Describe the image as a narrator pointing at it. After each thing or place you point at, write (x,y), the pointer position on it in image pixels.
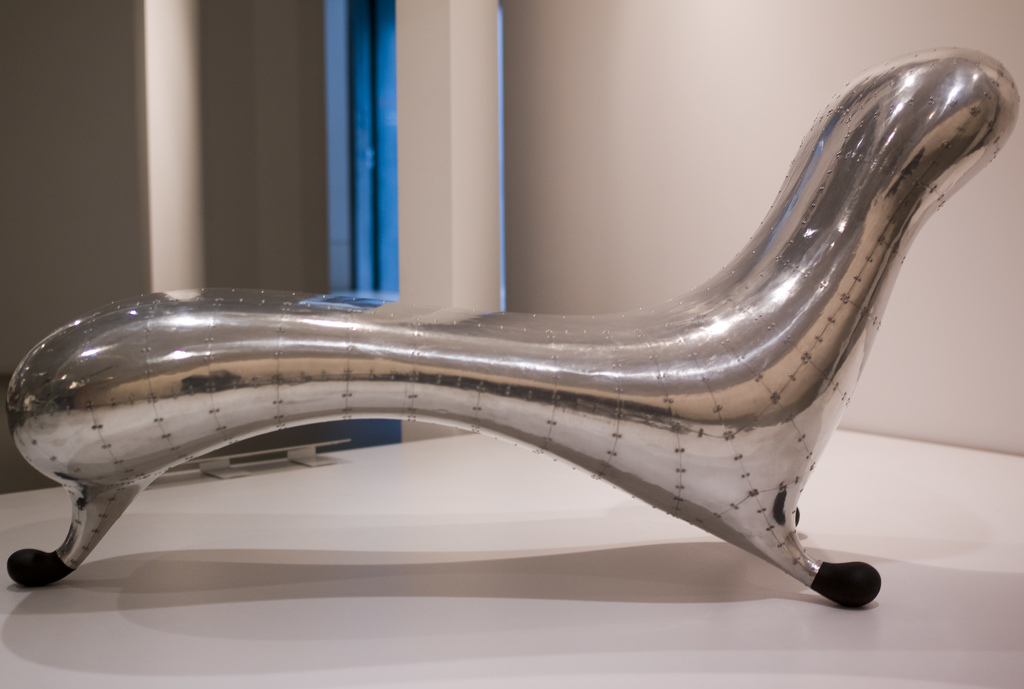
There is a silver chair (632,410). In the background (674,156) there is a wall (257,70) and a pillar (436,135).
